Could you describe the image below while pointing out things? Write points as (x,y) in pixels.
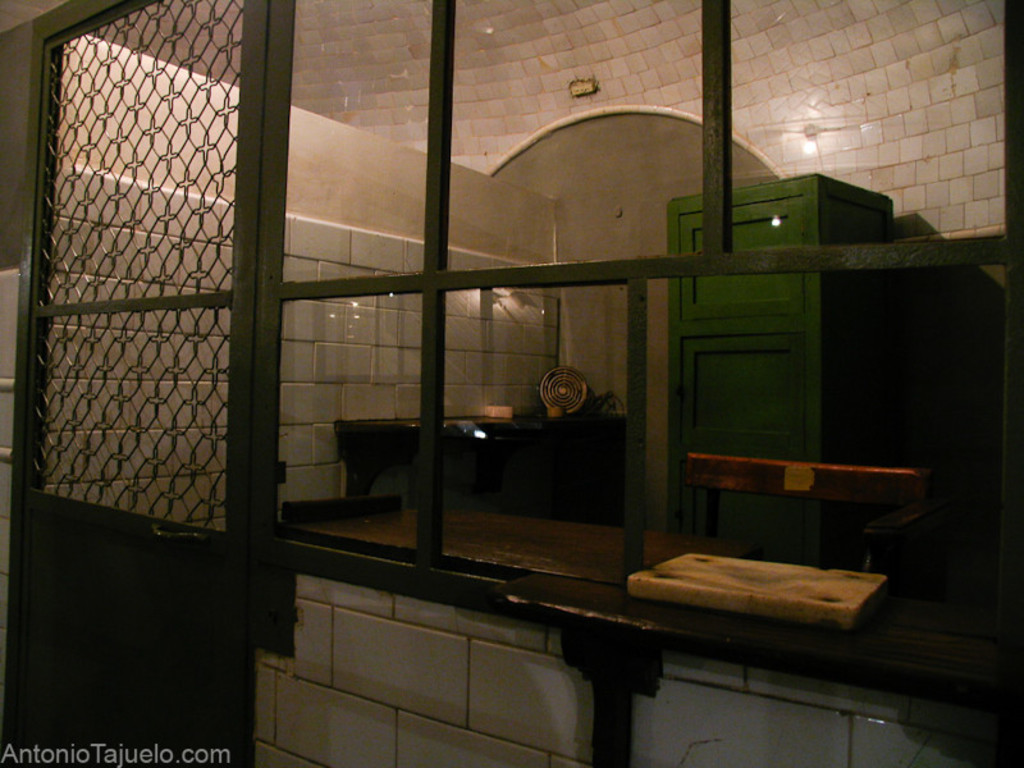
There is a green door (125,483), green box (716,441) and white tiles (802,46) in a room (492,403).
